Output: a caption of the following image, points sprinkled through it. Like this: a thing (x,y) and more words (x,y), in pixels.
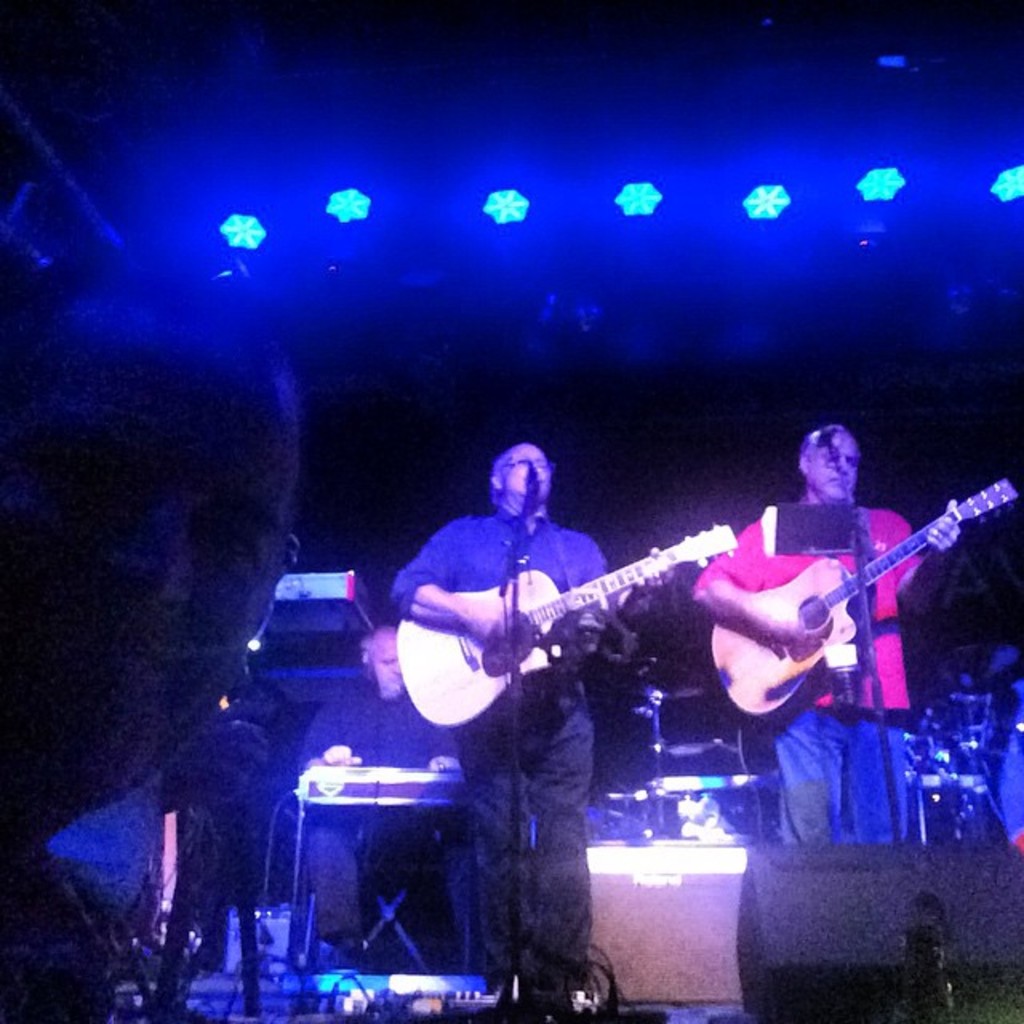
In this image on the right side (845,568) a person (908,569) holding a guitar (911,546) and wearing a red color t-shirt (890,537), in front of him there is a mike (866,531). And beside him on the middle of the image (558,591) there is a person (475,572) holding a guitar (501,601) and wearing a blue color shirt (471,549), in front of him there is a guitar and wearing a spectacles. And back side of blue color shirt man (508,520) there is a person (388,737) sitting on the chair (388,917) and playing a music. And the left corner (218,822) there is a person (107,857) stand on the floor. On the top (350,212) there are some lights (338,216) visible.
